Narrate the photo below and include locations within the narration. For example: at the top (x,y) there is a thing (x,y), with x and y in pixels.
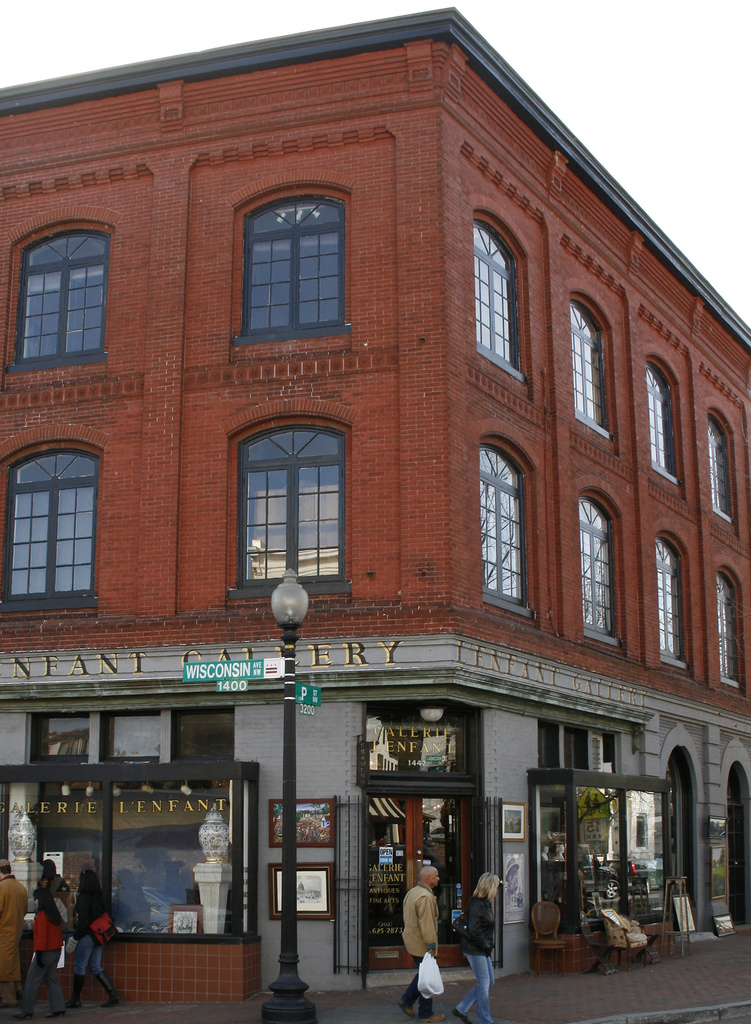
In this image we can see a building (288,257). In front of the building (653,853) people (480,952) are walking on the pavement (731,957) and one pole (294,962) is there. At the top (264,16) white color sky (264,16) is present.
